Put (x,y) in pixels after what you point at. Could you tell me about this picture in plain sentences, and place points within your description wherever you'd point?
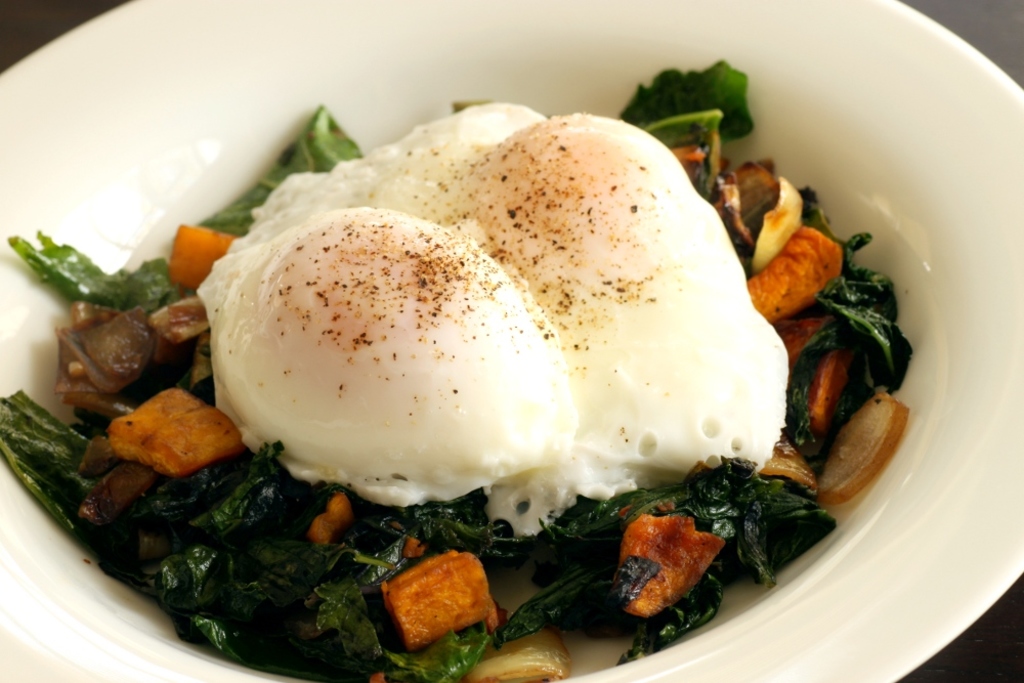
In this picture we can see some eatable item (421,561) is placed in a bowl (166,249).
